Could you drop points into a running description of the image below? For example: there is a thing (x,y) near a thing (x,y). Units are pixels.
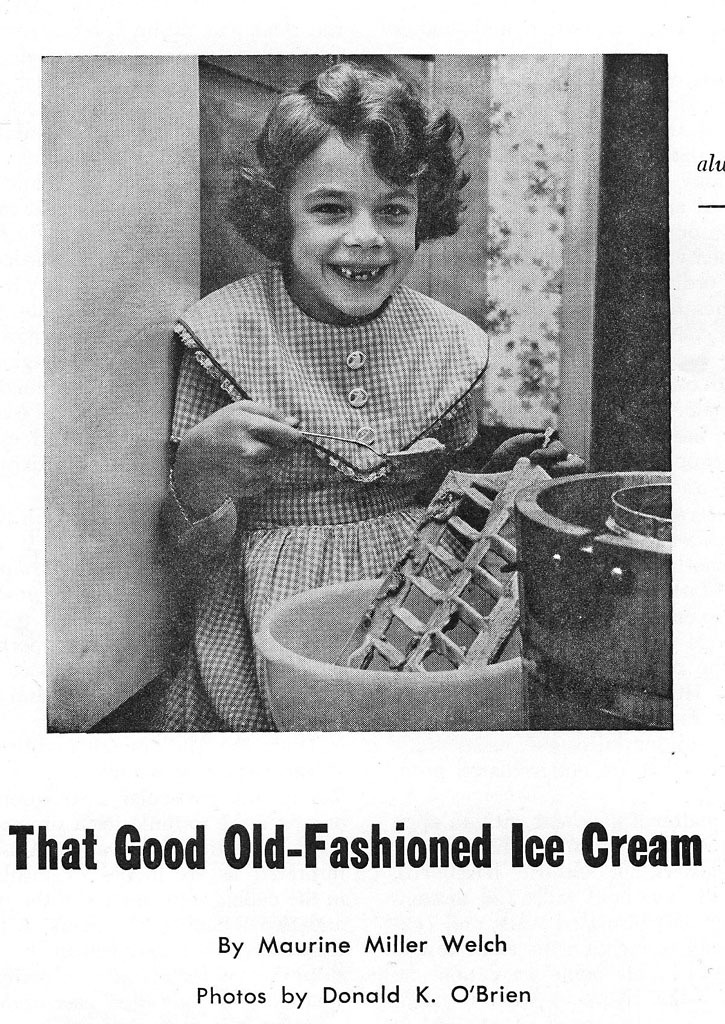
In this image I can see a poster (310,768). On the poster (242,530) there is image of a child (326,368) holding an object (445,520), also there are some other objects (383,641) and there are words (389,853) on the poster (377,847).
